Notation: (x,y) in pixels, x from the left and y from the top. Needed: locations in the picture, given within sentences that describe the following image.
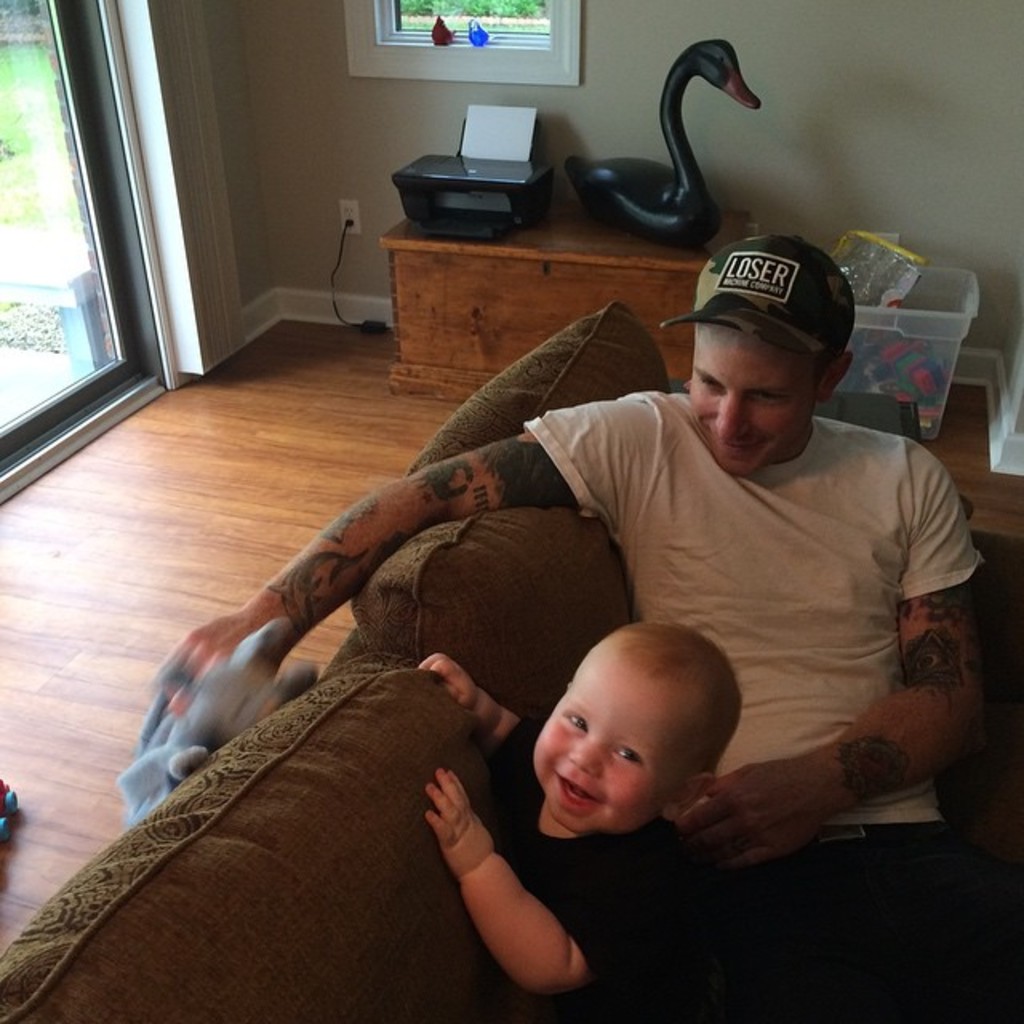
In this image we can see a child (567,767) and a person (721,607) wearing white T-shirt (928,580) and cap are sitting on the sofa (308,739). In the background (474,237), we can see a printer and a show piece (599,206) is placed on the wooden table (541,253). Also, we can see a plastic container (865,315) in which some things (917,365) are kept is placed on the wooden floor (197,507). Here we can see the window (499,48) and the glass door (51,139) through which we can see the lawn (61,201).
